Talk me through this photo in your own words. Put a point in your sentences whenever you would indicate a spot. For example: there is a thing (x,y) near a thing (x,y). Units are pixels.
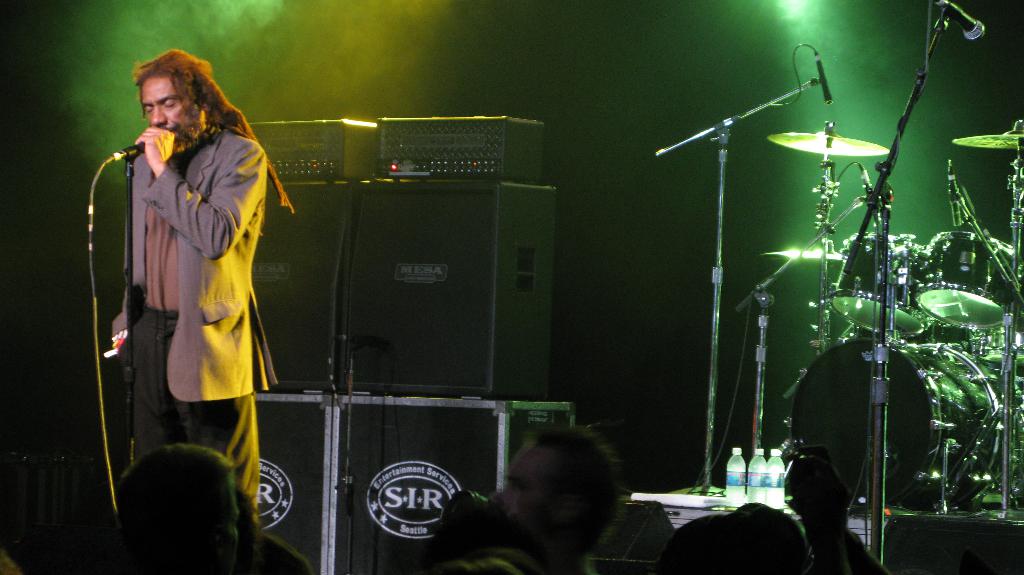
Here we can see a man (198,100) is standing, and holding a microphone (124,155) in the hand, and at back (864,278) here are the musical drums (865,255), and here are the group of people (584,527) standing.
